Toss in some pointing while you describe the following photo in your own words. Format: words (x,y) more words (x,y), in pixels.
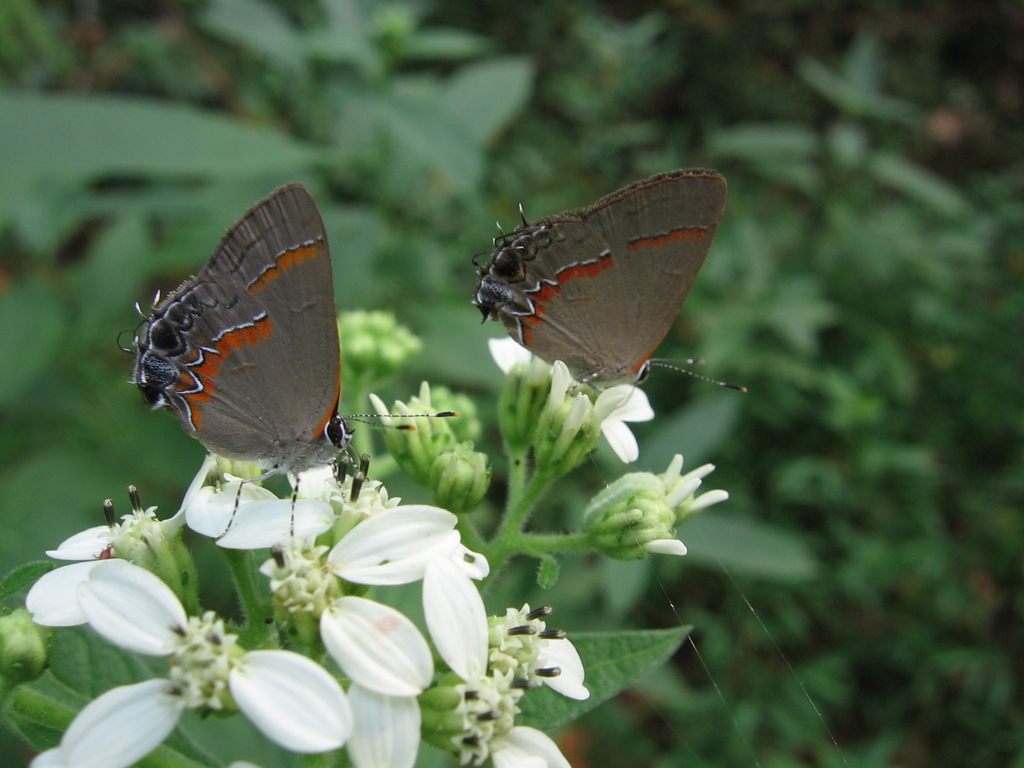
In this image we can see butterflies (290,446) on the flowers (418,575). In the background (873,286) there are plants (483,139).
